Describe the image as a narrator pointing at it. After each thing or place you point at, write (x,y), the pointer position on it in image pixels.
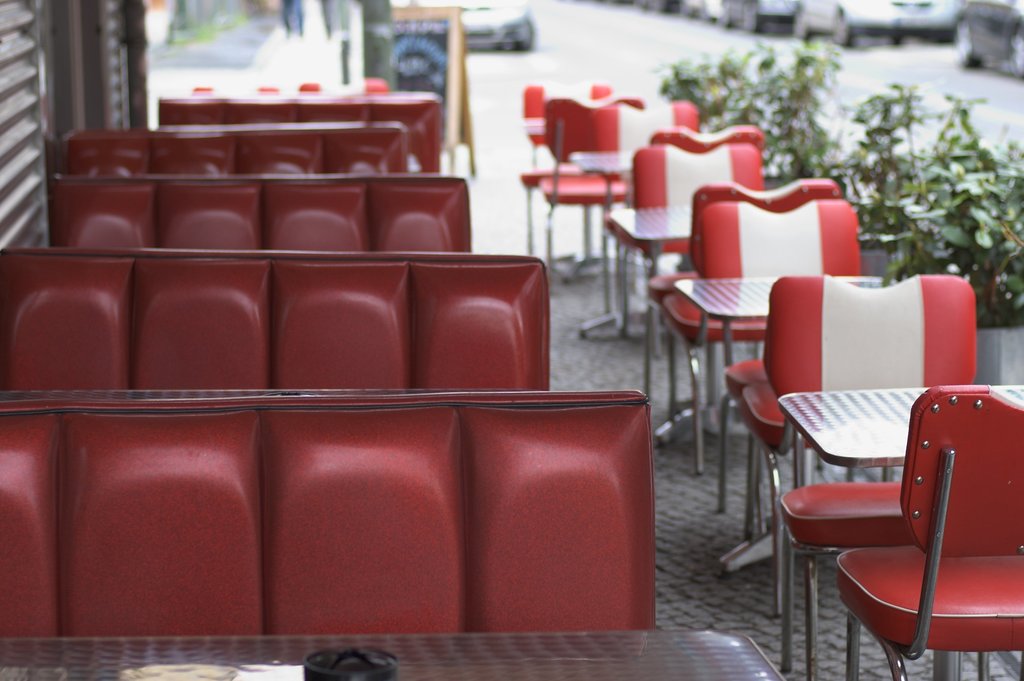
In this image, we can see some chairs (941,345) and tables (665,211). On the right side (805,85), we can see some plants (882,205). We can also see some vehicles (842,30) on the ground (903,63).
